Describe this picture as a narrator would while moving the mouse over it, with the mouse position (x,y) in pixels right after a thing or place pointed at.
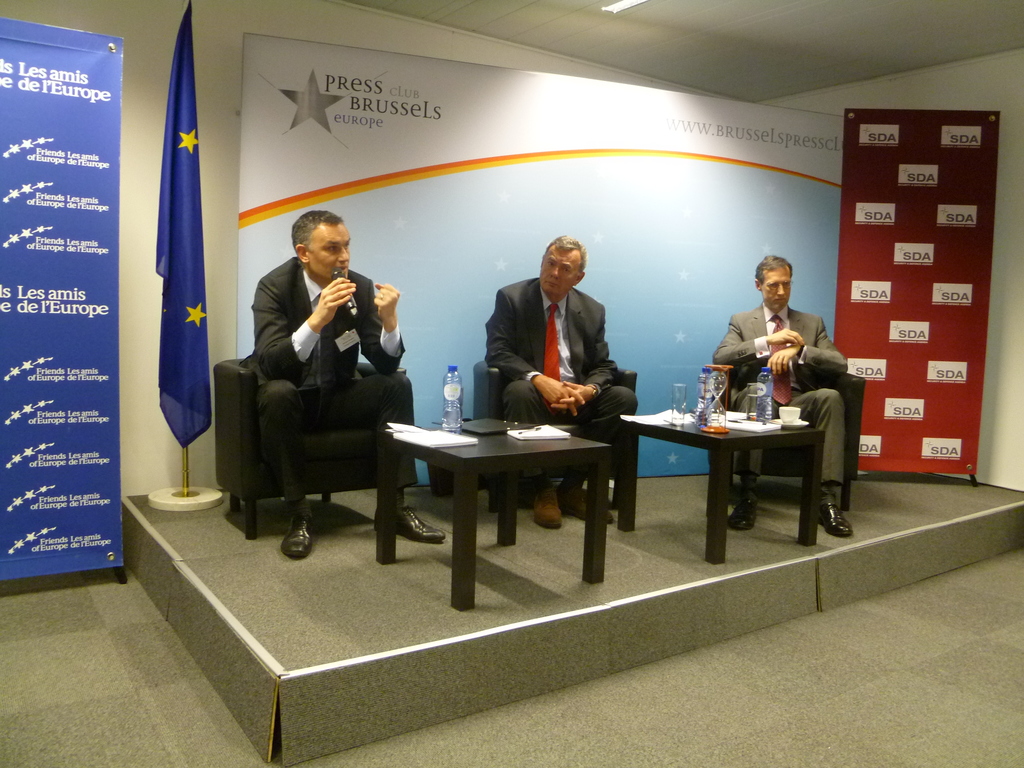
In the image we can see there are three men (585,351) who are sitting on chair (232,406) and on the table (506,453) there are water bottle (456,420) and papers (537,438).
